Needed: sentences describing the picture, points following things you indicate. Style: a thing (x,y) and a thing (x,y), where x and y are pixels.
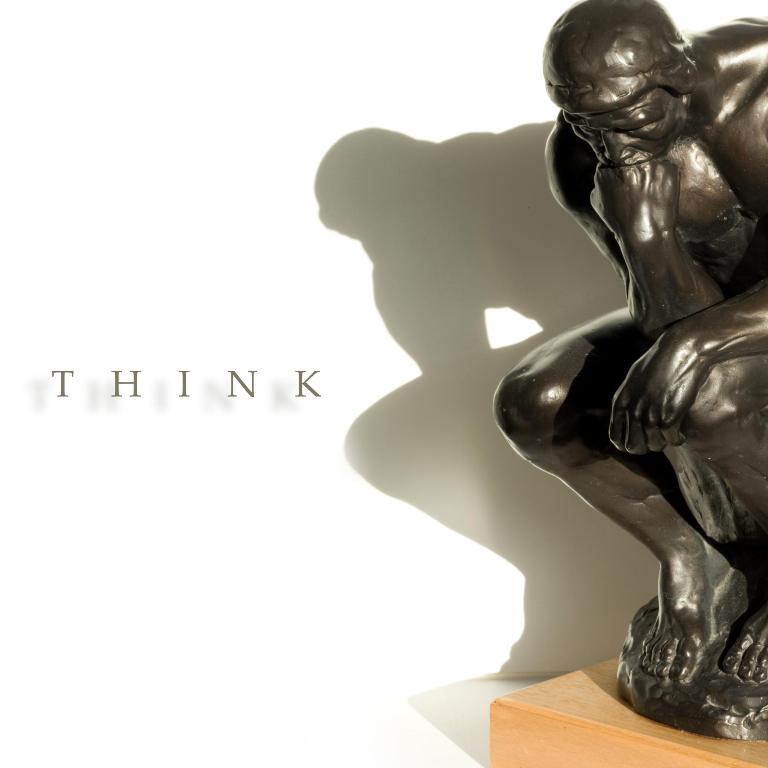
In this picture I can see a statue (694,489) of a man (659,669) on the table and I can see text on the left side of the picture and I can see a white color background (126,136).
